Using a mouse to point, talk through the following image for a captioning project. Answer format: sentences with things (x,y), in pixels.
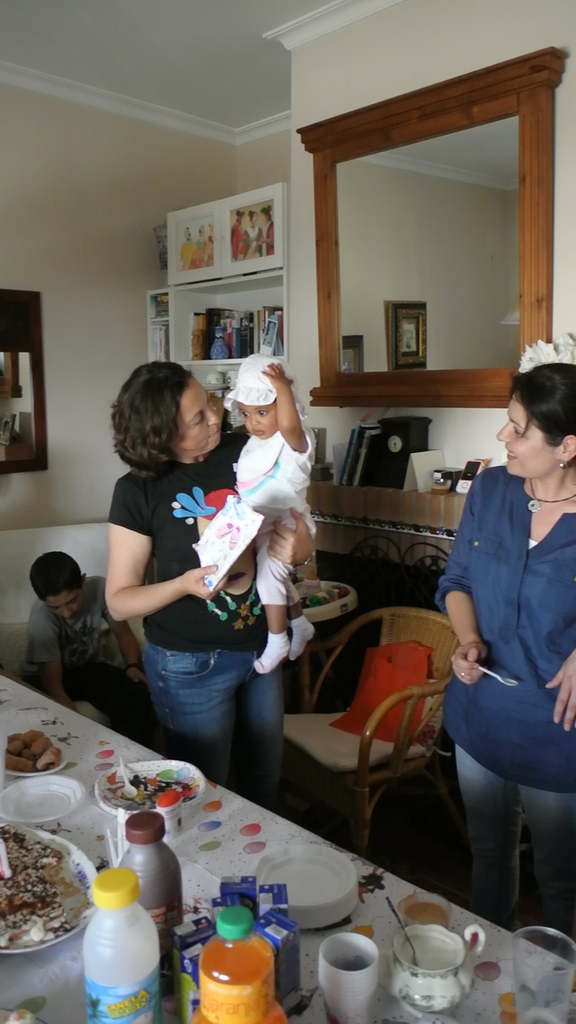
In this image, there are two persons (541,664) standing and wearing colorful clothes (219,737). This person (194,491) is holding a baby (272,461) with her hand (303,547). There is an another person (36,605) behind this person (209,613). There is table (182,858) contains bottles (170,937), plates (188,776), cup (342,980) and glass (540,972). There is a chair (394,638) in front of this table (212,831).
